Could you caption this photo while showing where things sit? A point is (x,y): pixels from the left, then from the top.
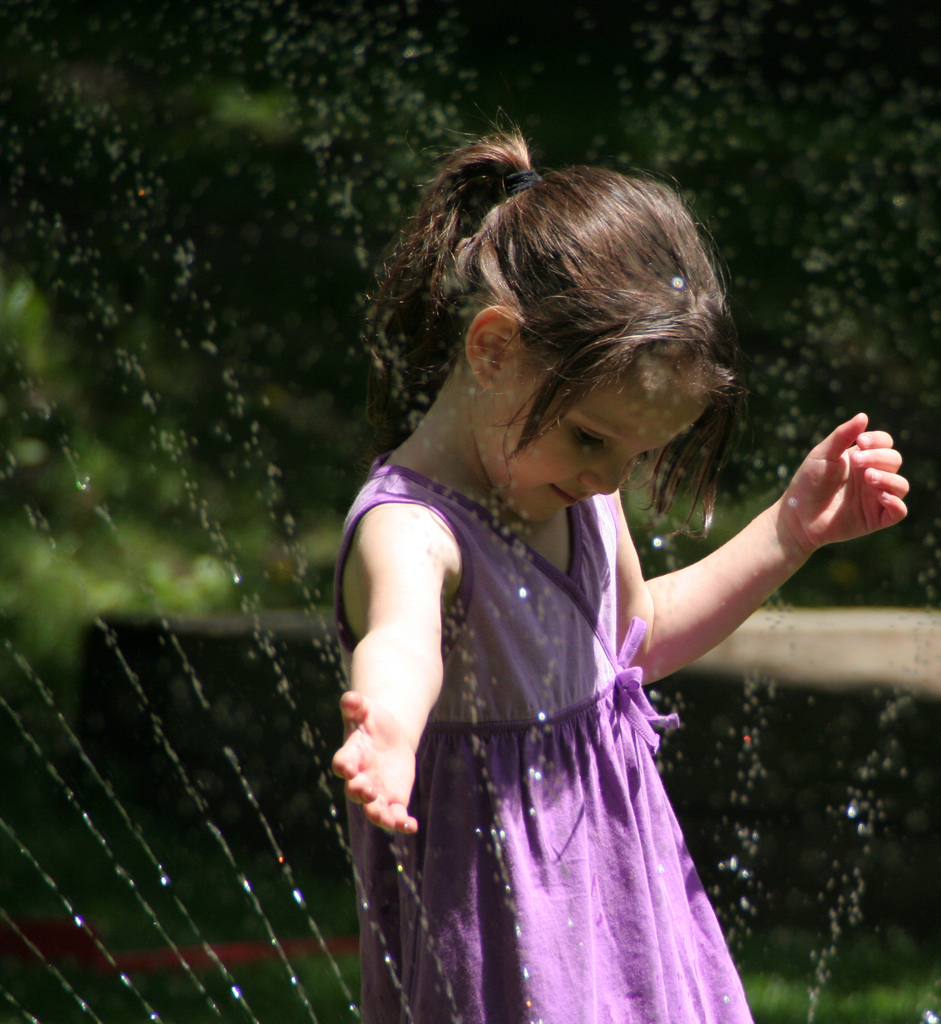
In this image, we can see a kid (725,329) and some water sprinkles (257,896). In the background (318,253), image is blurred.
